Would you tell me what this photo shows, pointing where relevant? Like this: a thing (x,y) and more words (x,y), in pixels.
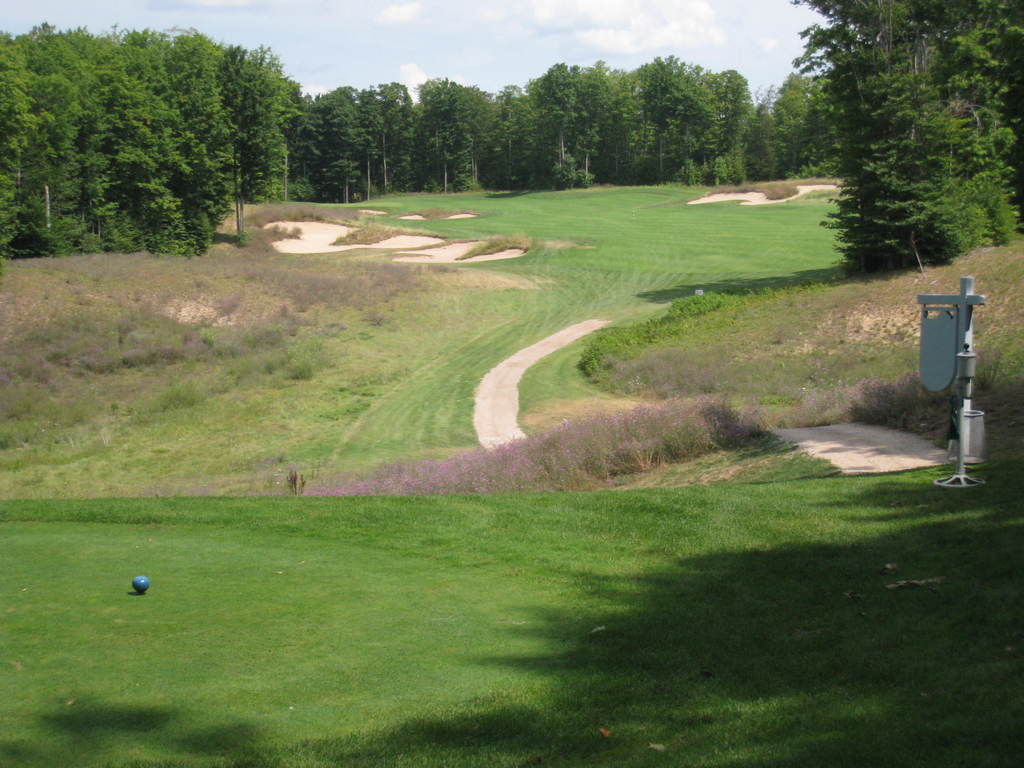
In this image, we can see trees (617,167), a stand (949,319) and a bin (975,444). At the bottom (309,565), there is grass (158,416) and a ball (139,589) on the ground (202,586).
